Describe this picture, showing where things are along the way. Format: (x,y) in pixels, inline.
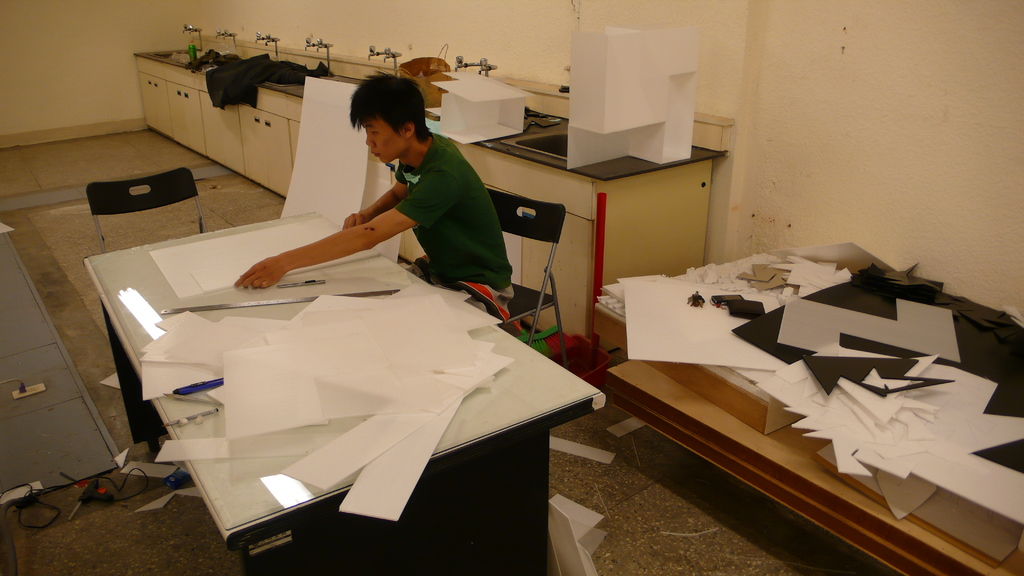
In this image I can see a person (457,155) sitting on the chair (547,280). I can see few papers (332,341), scale (193,307) and some objects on the table (536,409). Back I can see few taps (373,54) and sinks (544,145). I can see a white and black color boards (776,337) on the table (697,391) and a wall (976,147).
